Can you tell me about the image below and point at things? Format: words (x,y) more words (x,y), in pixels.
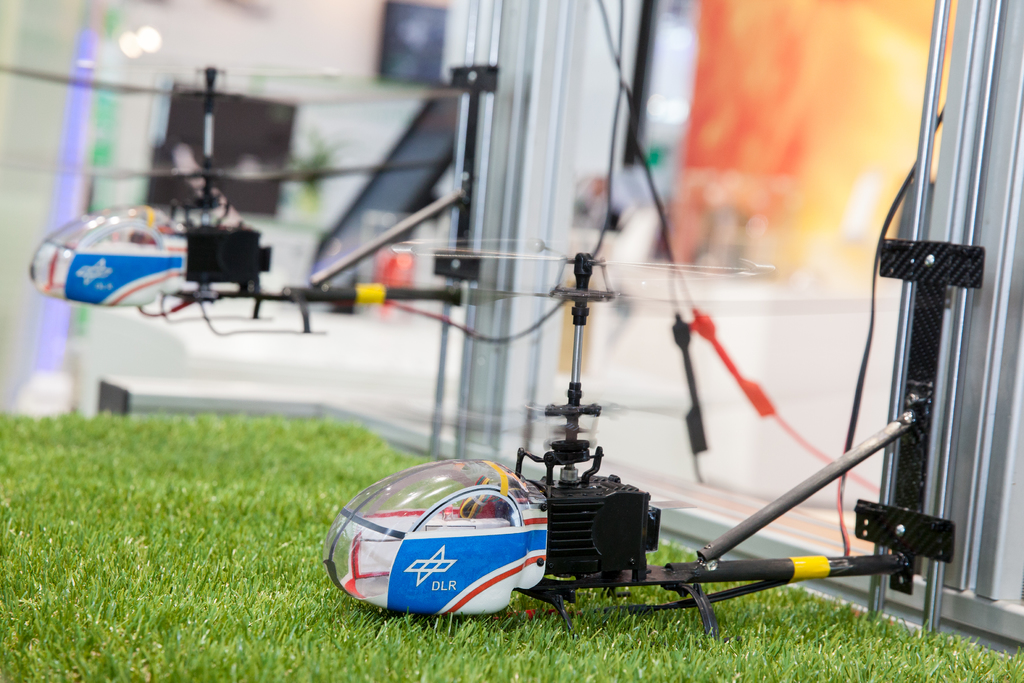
In this picture, we can see there are two toy helicopter (140,211) and behind the toys (608,507) there is a glass (497,228) and some blurred items (607,153).
